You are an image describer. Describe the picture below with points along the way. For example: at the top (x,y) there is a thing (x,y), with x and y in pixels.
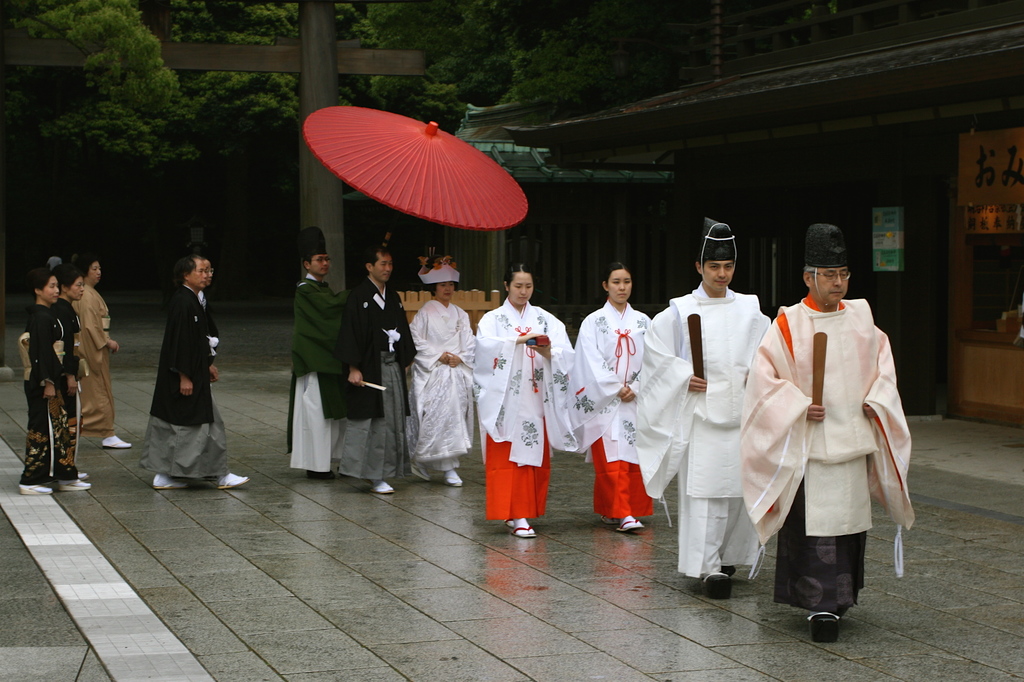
In this image, I can see a group of people (357,315) walking on the pathway (782,628). Among them one person (299,371) is holding an Asian umbrella (397,183). On the right side of the image (801,228), I can see houses (832,216). In the background (315,190), I can see an arch (311,64) and there are trees (118,51).
